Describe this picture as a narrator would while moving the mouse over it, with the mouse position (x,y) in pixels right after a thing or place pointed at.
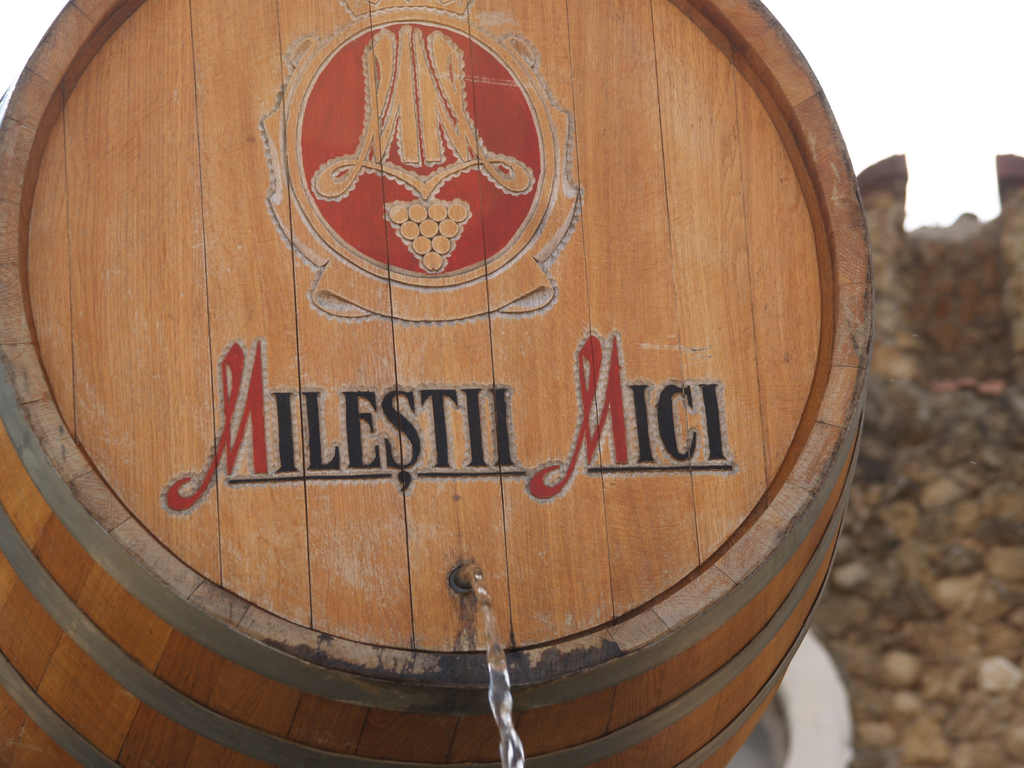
In this image, we can see a wooden barrel (486,483) with some text (407,408) and logo (396,165). Here we can see some liquid (492,659) coming out from the barrel (469,662). Background there is a sky (872,43). On the right side of the image (949,698), we can see stones (916,471).
